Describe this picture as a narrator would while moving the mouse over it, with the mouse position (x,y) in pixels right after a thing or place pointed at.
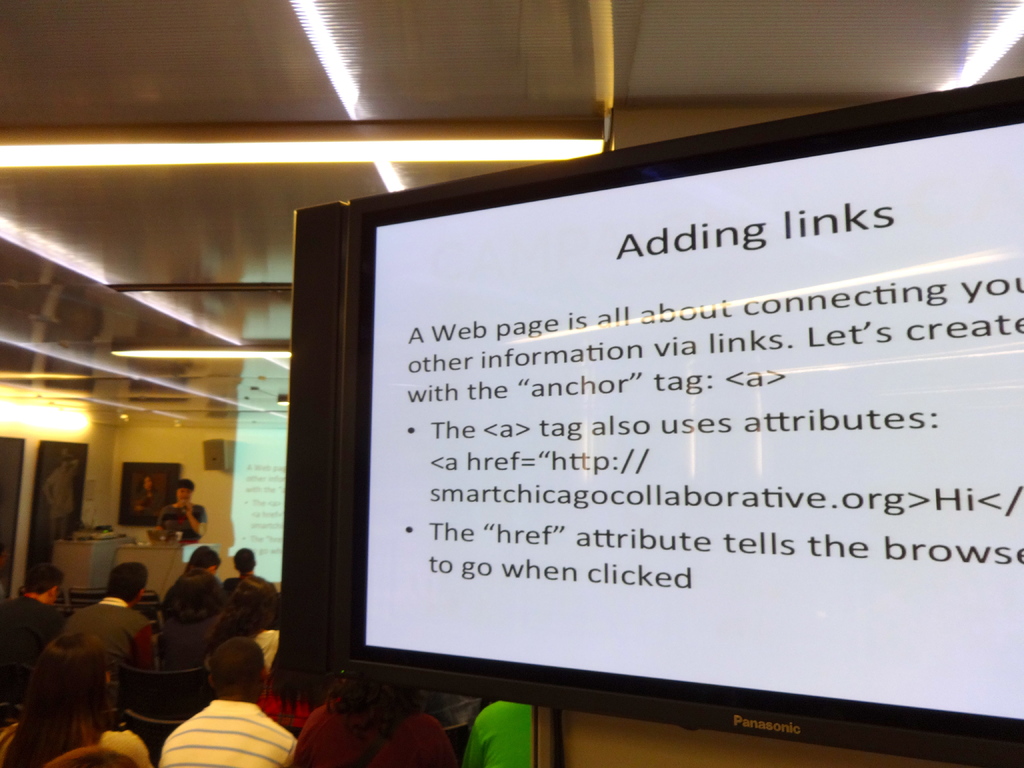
In this image i can see a hoarding board (582,363), on the hoarding board (595,356) I can see a text (622,349). And I can see few persons (248,562) and light (20,411) visible. And a wall (31,466) and a photo frame (148,465) attached to the wall (182,459).
